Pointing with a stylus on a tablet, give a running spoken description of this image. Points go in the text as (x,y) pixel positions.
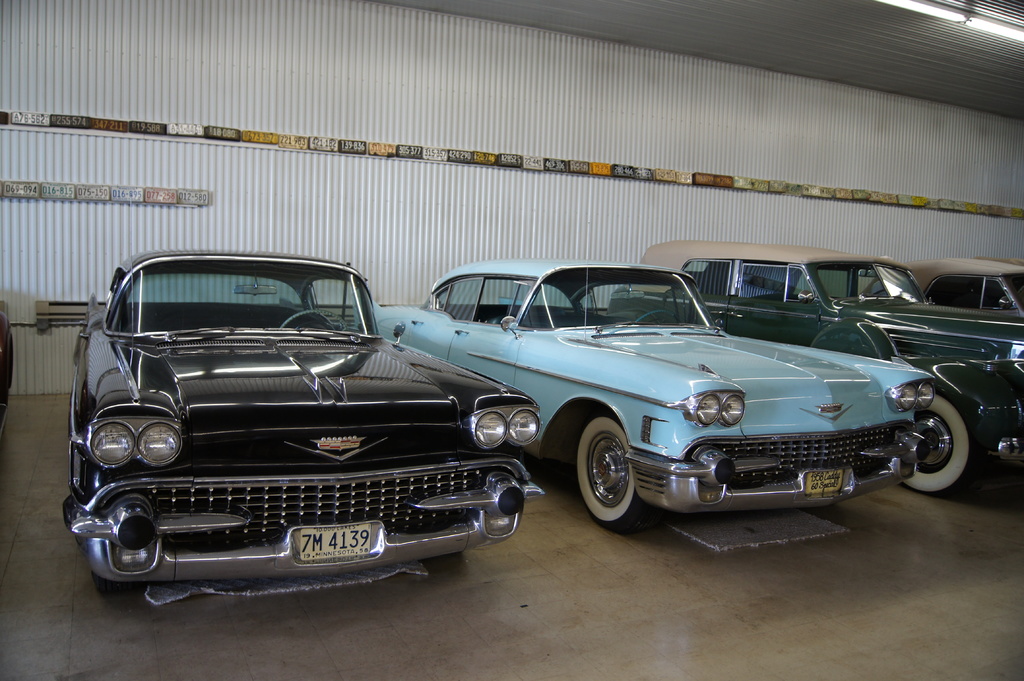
In this picture I can see the vehicles (595,473) on the surface (583,505). I can see light arrangements (922,7) on the roof (874,42).
